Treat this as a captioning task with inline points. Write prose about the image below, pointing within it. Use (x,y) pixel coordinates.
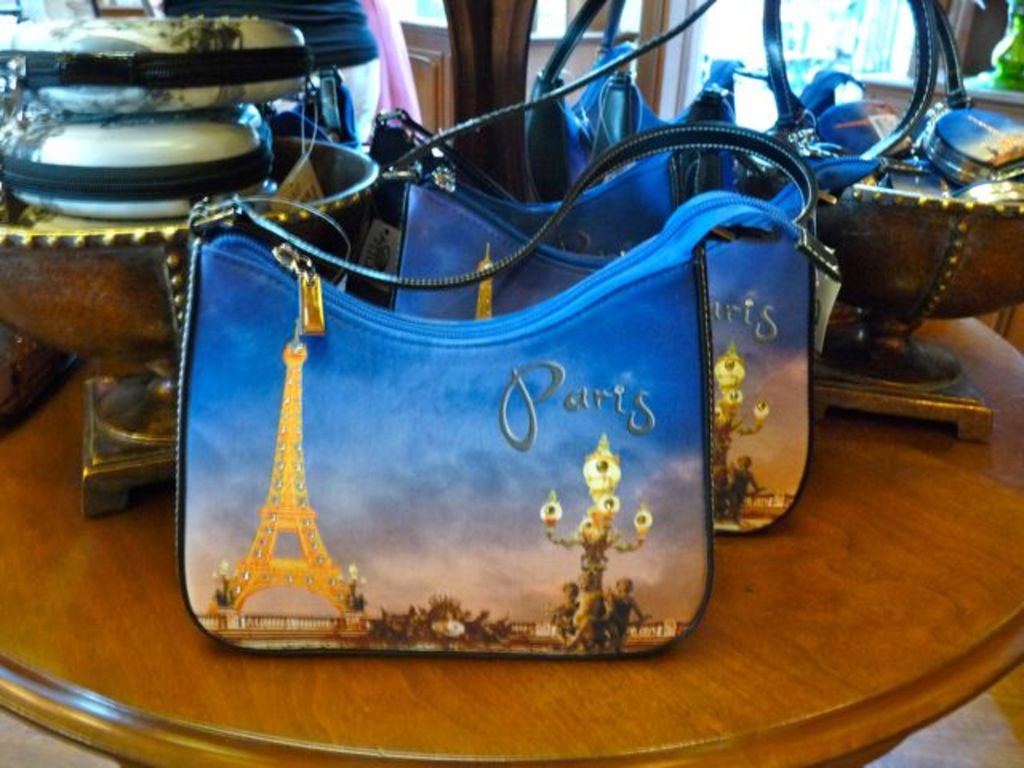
This image consists of a purse (623,298) which are kept on the table (757,611), and there is a bowl (933,263) on this table (900,500).
